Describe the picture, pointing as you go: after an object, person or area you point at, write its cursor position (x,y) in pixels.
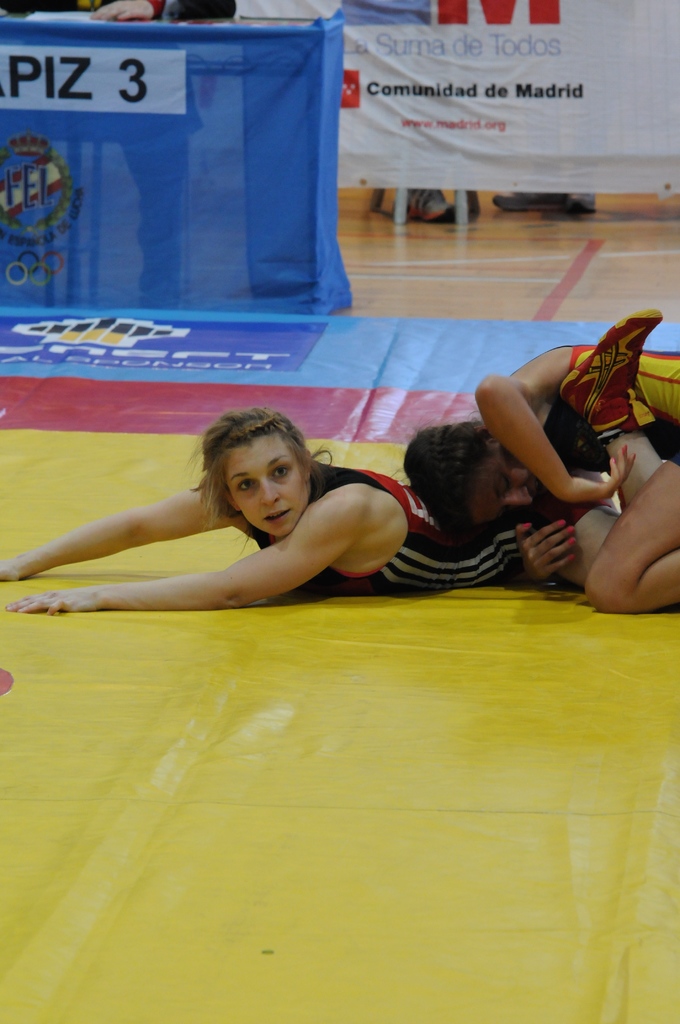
In this image we can see a woman (489,582) lying on the floor (270,645) and there is an another person (654,537) and it looks like they are performing wrestling. We can see some banners (250,263) with the text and there is a person (161,6) at the top of the image (211,7).
